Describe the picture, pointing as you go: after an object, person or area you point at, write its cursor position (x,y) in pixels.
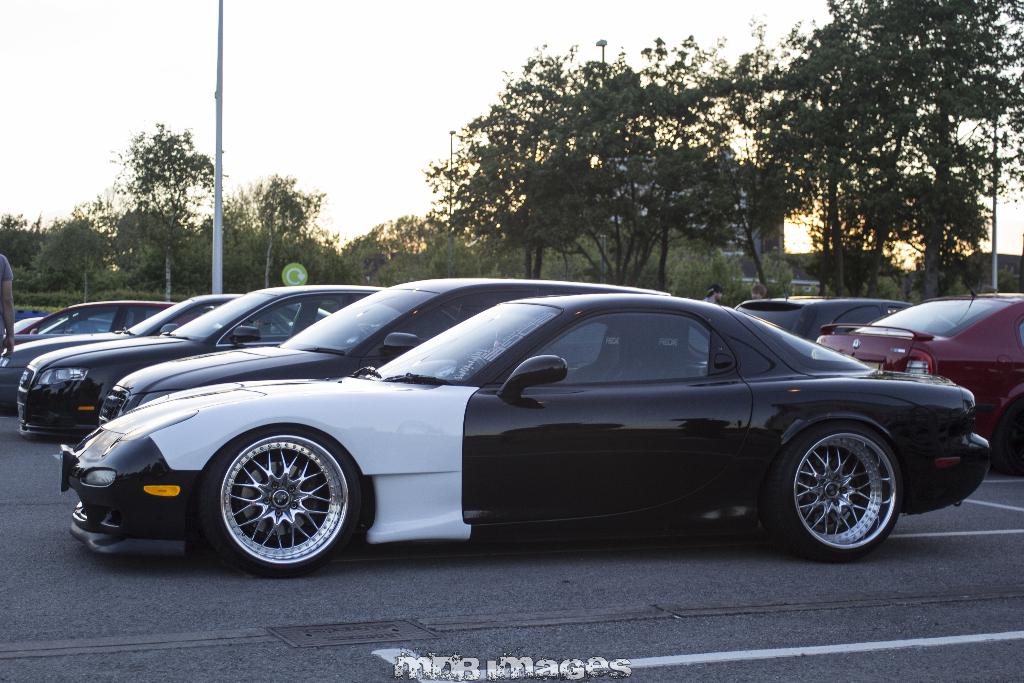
In this image there are vehicles (280,483) on the road (482,651), there are three persons (719,301) standing, there are poles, board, trees (745,287), and in the background (455,135) there is sky (387,158) and there is a watermark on the image.
